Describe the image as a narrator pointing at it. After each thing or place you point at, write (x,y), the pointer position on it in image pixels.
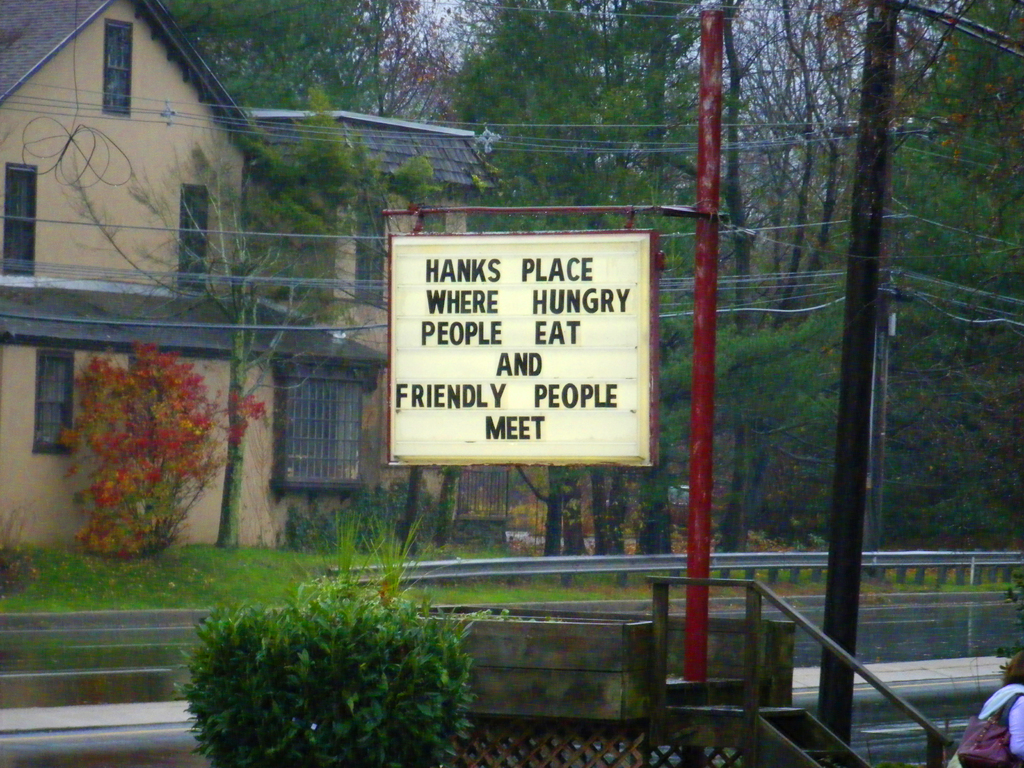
In this picture I can see there is a railing (932,754), a building (117,293) on left side (129,253) with windows (189,249) and there are poles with wires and there are plants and trees (650,87).
